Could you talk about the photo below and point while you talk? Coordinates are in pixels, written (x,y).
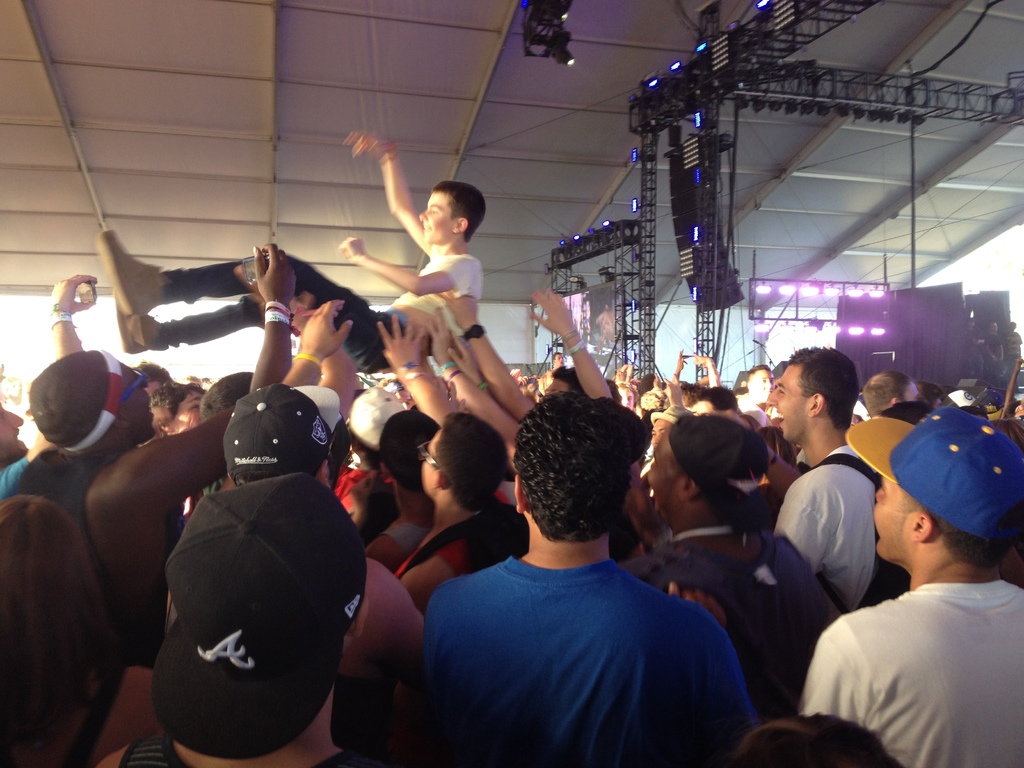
In this image we can see a few people (295,387), some of them are carrying a person (373,317), there are poles (714,227), lights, speakers (696,147), also we can see the tent (899,150), some people (301,418) are wearing caps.
